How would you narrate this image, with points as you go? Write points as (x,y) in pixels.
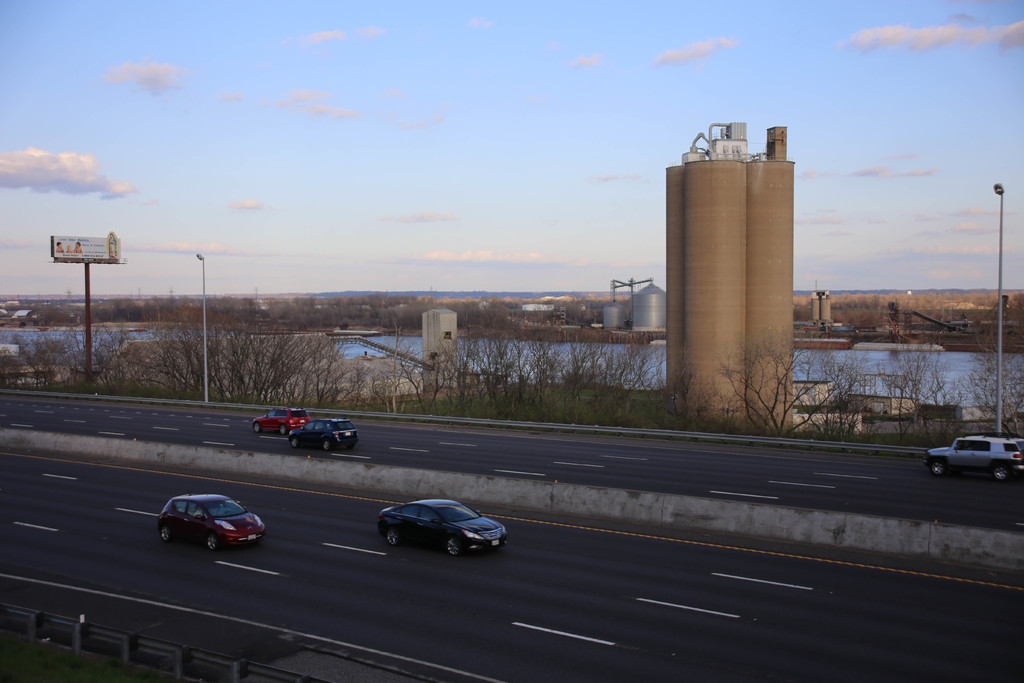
In this picture we can see vehicles (281,433) on roads (297,531), trees (536,298), silos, poles (999,402), hoarding (77,250), lights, grass (643,388) and water (535,342). In the background of the image (696,124) we can see the sky (818,37).
